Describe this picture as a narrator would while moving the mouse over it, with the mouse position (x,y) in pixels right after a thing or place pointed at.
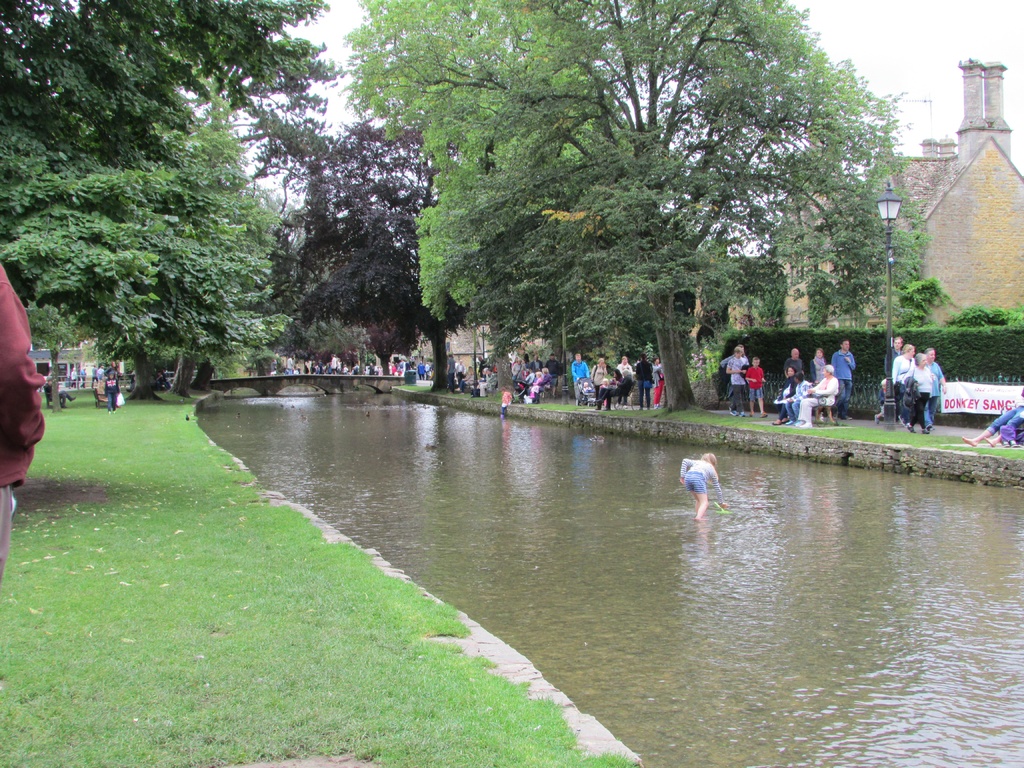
There is a river (685,638) and around the river (1000,534) there is a park (179,498) and many people (22,415) were moving around the park (133,411) and there is a kid (697,496) walking into the river (455,535). There is a bridge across the river (682,454) and around the bridge (339,378) there are many trees (645,308).
